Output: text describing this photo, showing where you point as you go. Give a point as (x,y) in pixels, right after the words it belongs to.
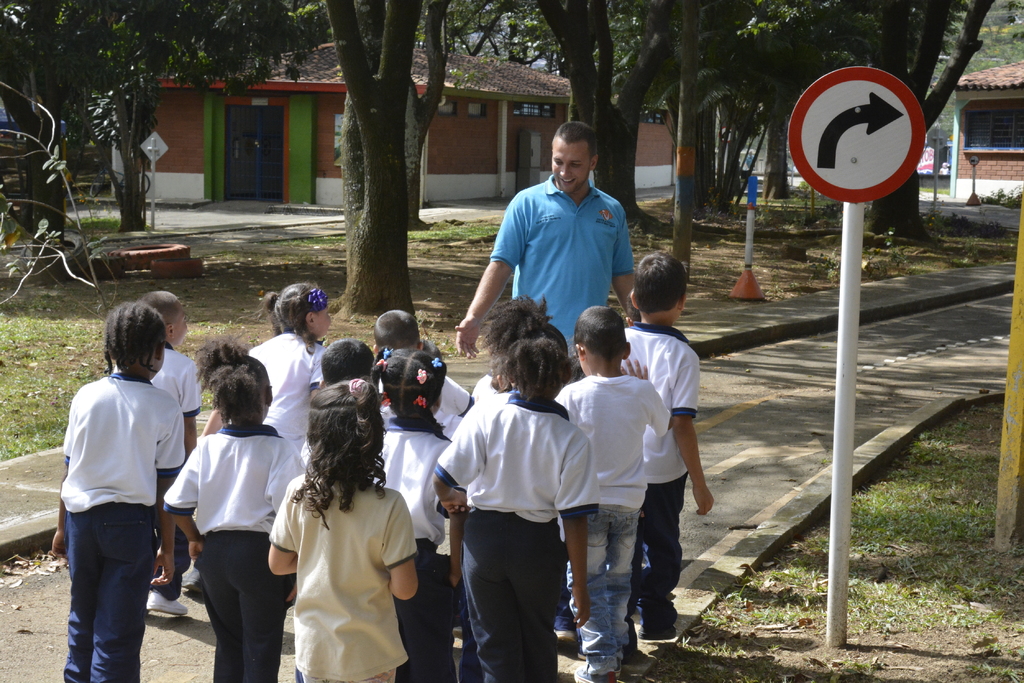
In the image there is a man (520,232) and in front of the man (582,240) there are few children (491,488), around them there are trees (641,56), grass (909,479), houses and on the right side (877,107) there is a directional board (868,186).
